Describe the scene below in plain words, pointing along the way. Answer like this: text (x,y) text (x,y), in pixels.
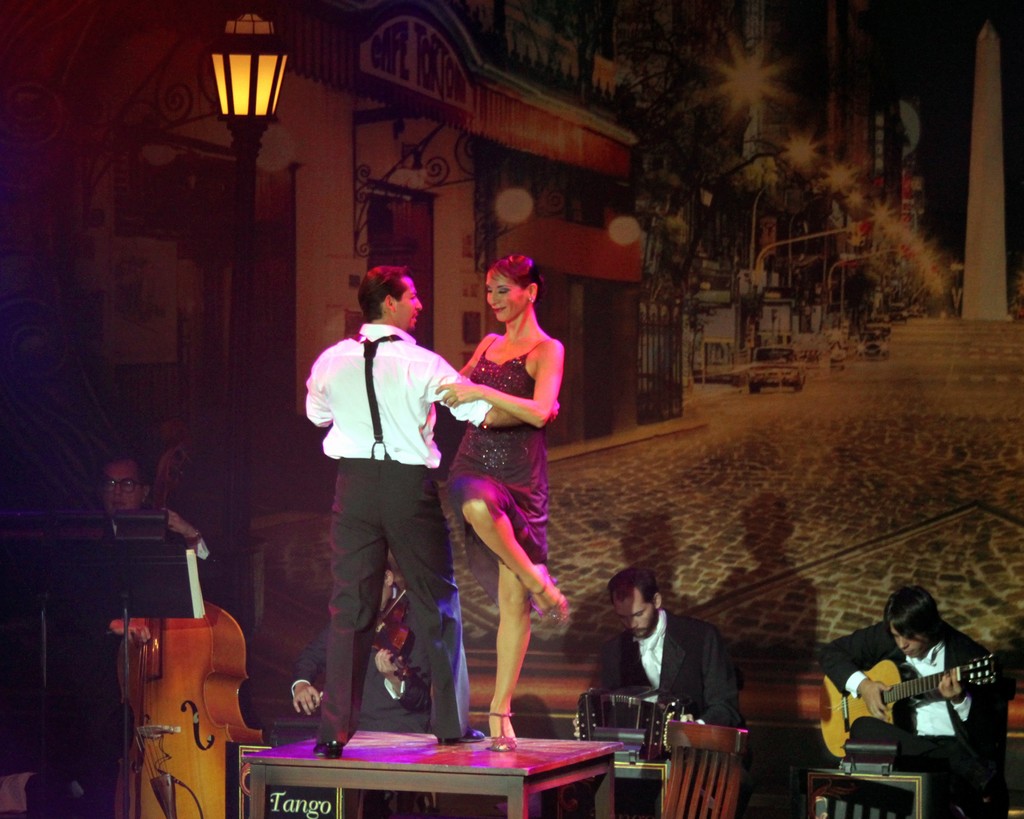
On this poster (668,181) we can able to see a lantern lamp (238,72), buildings (486,219), vehicles (770,352) and lights (722,90). In-front of this poster (567,295) these 2 persons (515,393) are dancing on a table (452,769). These four persons (608,670) are playing a musical instruments (891,671). This is guitar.
